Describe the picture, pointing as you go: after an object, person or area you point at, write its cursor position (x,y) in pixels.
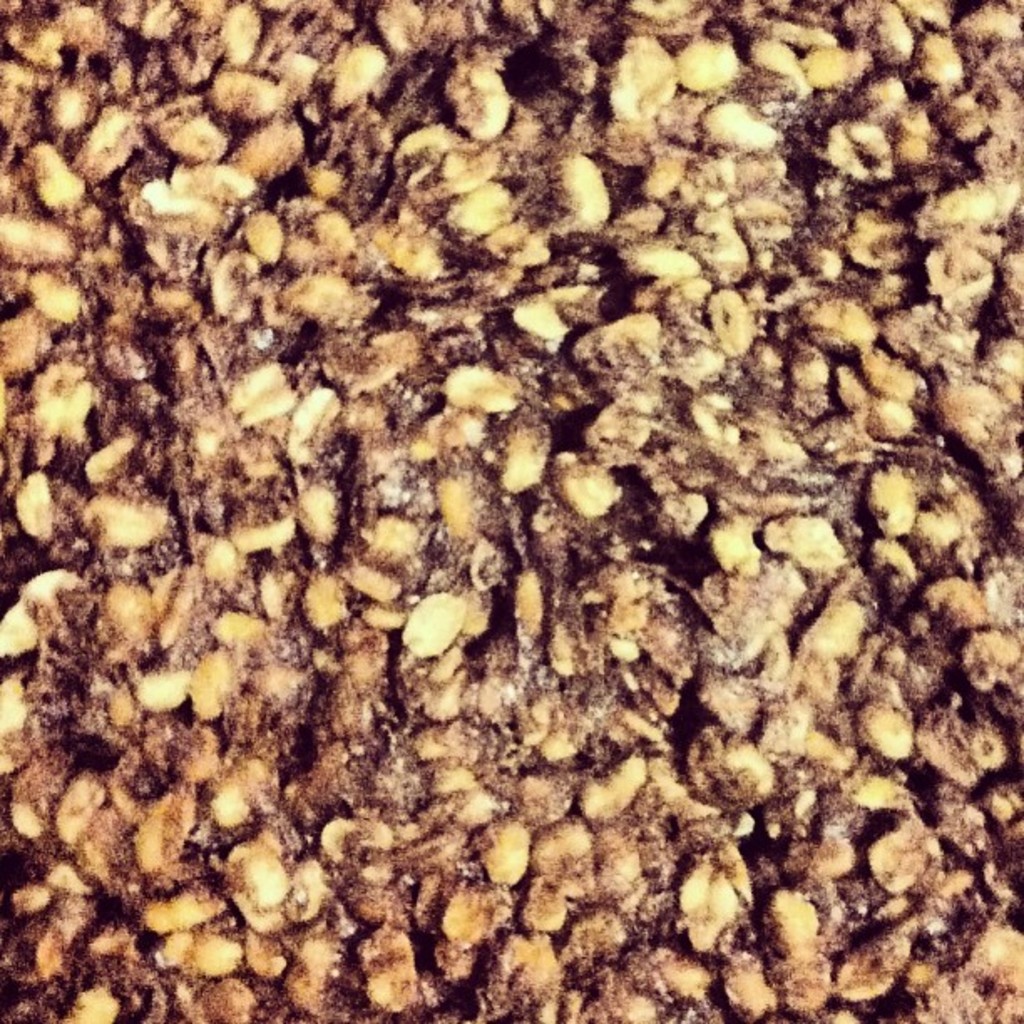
In this picture it looks like food (421,519).
